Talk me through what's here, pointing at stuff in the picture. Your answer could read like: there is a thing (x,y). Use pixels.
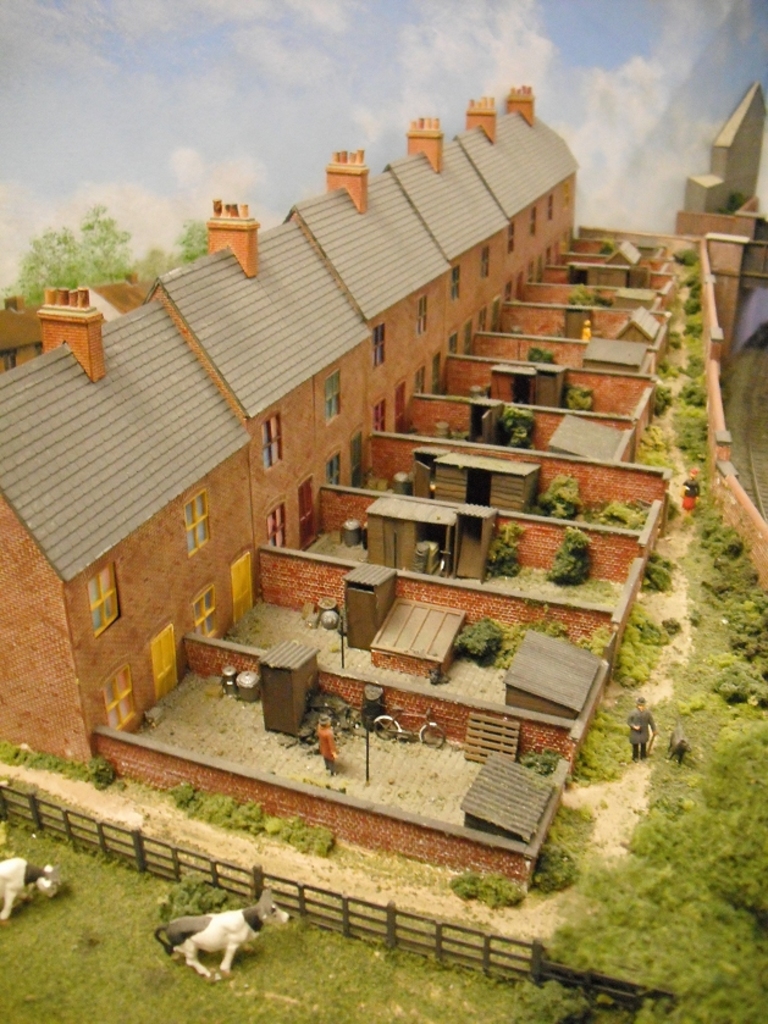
In the picture we can see the structure (423,316) of the houses (439,251) with windows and near to it, we can see a space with some wooden houses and around the houses (625,340) we can see the railing (595,976) and behind the railing (549,975) we can see two cows (19,872) are standing on the grass surface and in the background (12,284) we can see a part of the tree (150,257) and the sky (395,124) with clouds (315,52).
